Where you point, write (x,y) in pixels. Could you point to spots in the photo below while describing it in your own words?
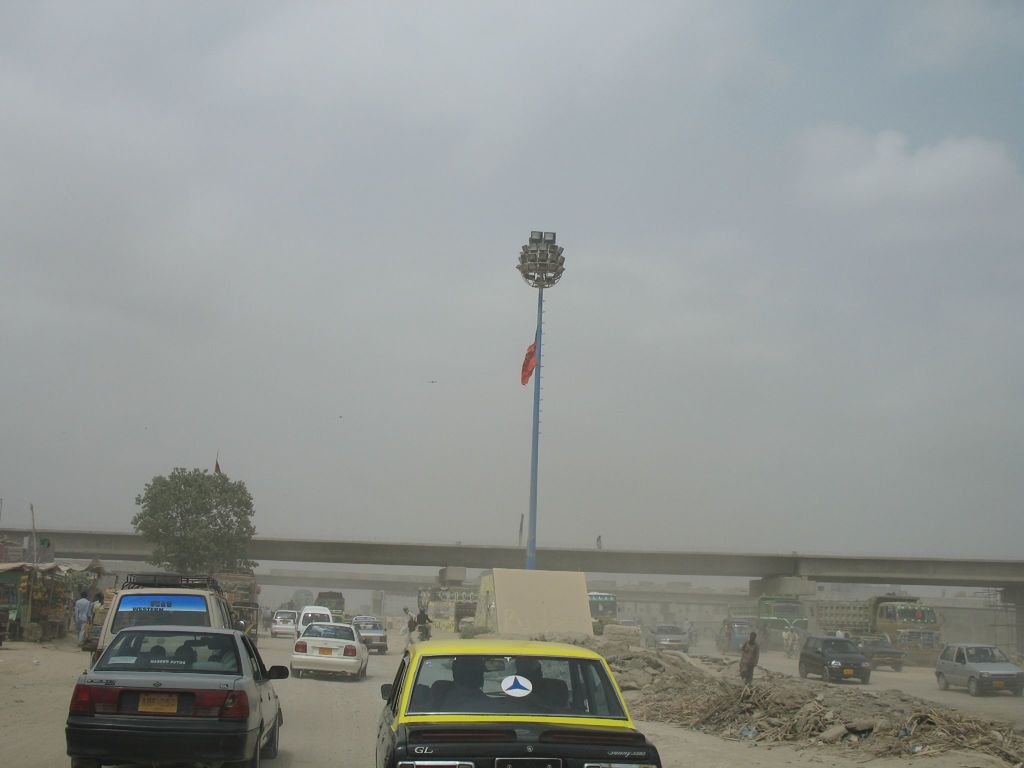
In this picture we can see few vehicles (493,684) and group of people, in the background (540,278) we can see few poles (541,320), lights (547,265), a tree (222,482) and a bridge (379,545).
